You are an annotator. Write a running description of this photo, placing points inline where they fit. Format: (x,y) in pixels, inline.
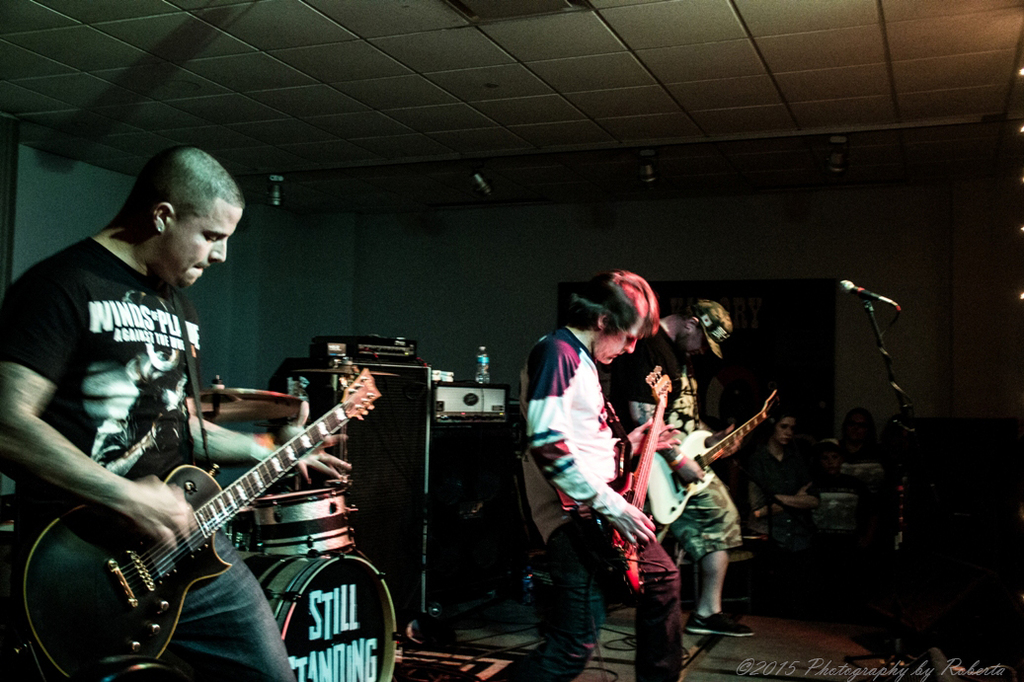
In the image we can see there are people (700,405) who are standing by holding a guitar (673,477) in their hand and there are people (809,468) over here who are sitting and at the back (340,612) there is a drum set (319,540) and a big speaker (403,504) and there is a mike (867,297) in front of the people (680,429).
